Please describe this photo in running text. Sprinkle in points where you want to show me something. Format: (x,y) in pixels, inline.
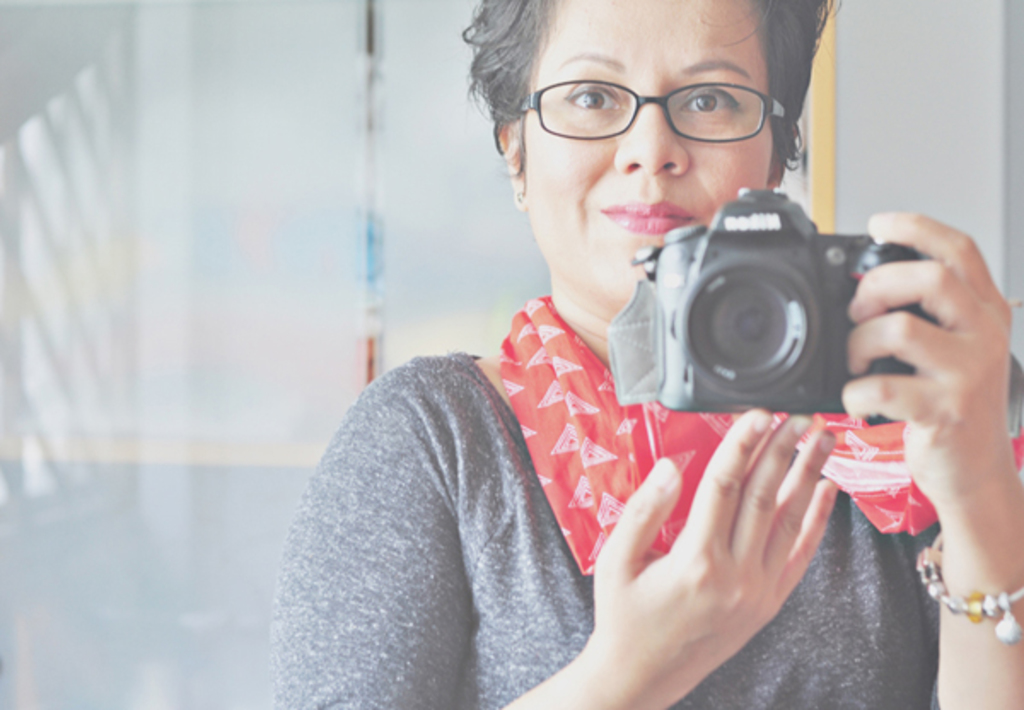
In the image we can see there is a woman (810,425) who is carrying camera (752,351) in her hand (905,331).
